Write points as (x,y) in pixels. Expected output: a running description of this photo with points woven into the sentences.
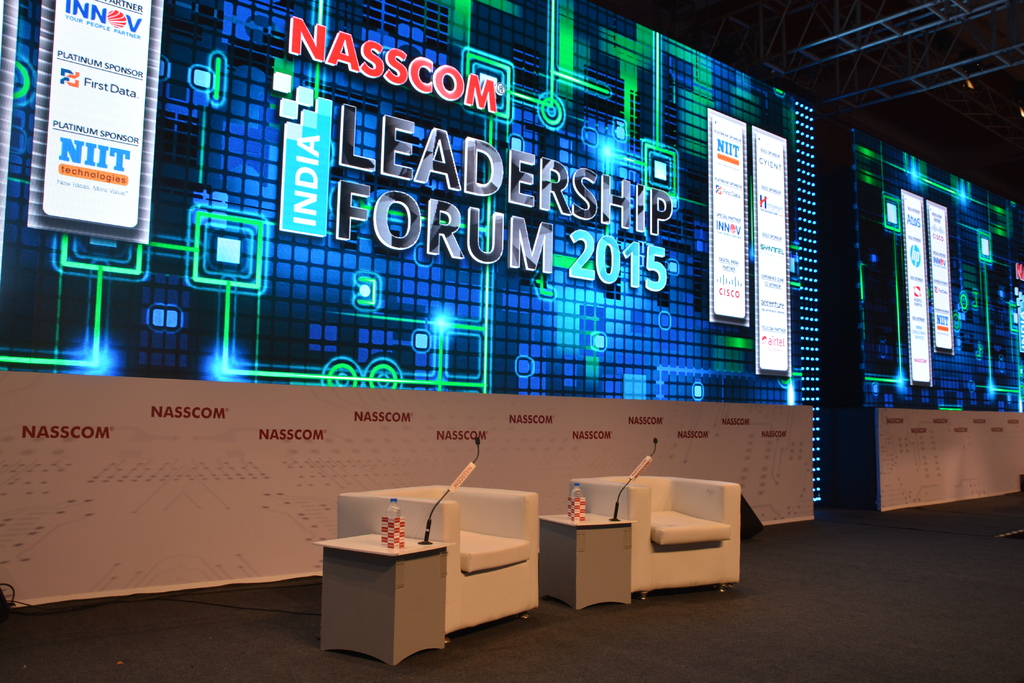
There are two digital screens (895,206) on the stage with the text (328,59). Two sofas (459,568), two tables (392,600) were placed in front of the screen (592,374). One bottle (388,531) and one mic (477,452) on each table (378,542). In the top right (991,34) there were rods (965,16).
